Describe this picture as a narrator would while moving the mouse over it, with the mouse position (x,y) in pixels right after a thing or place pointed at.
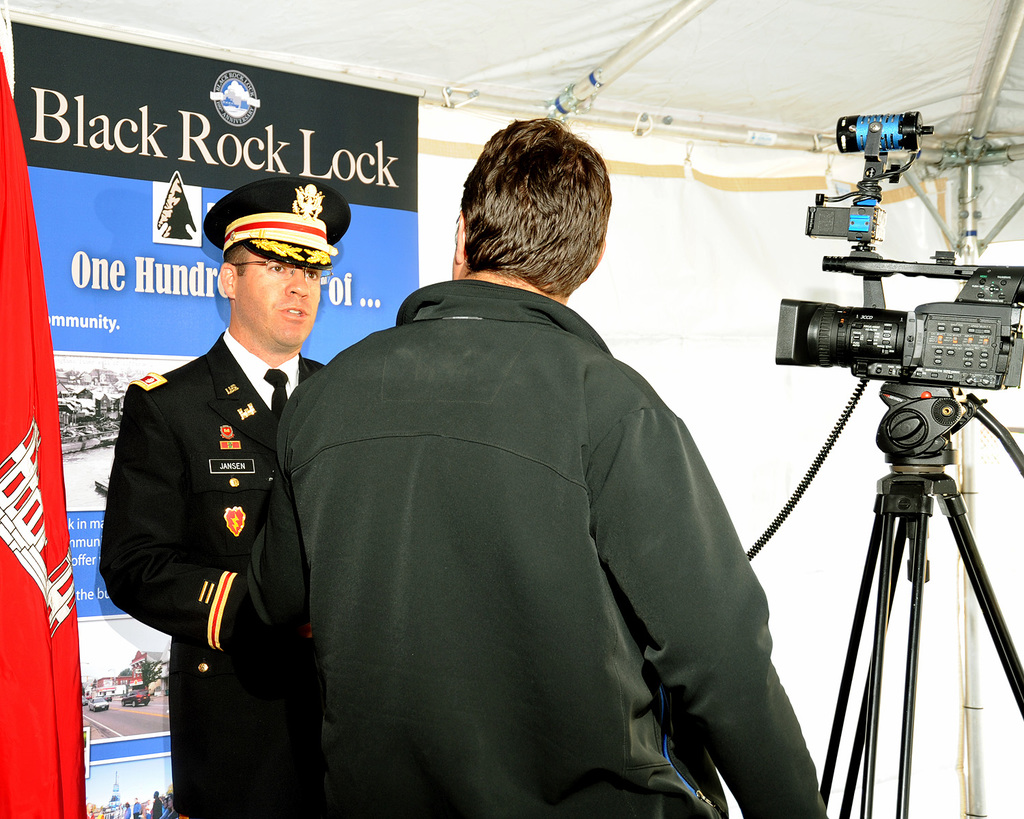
This image consists of two persons (294,547). On the right (918,470), there is a video camera (922,376) along with a stand (929,443). In the background (417,152), we can see a banner (78,195) and a flag (27,227). At the top (779,69), there is a tent (772,150) in white color. In the middle (484,426), the man (565,433) is wearing a jacket (519,527). On the left (210,457), another man (166,497) is wearing a black dress (228,488) and a cap (280,239).
